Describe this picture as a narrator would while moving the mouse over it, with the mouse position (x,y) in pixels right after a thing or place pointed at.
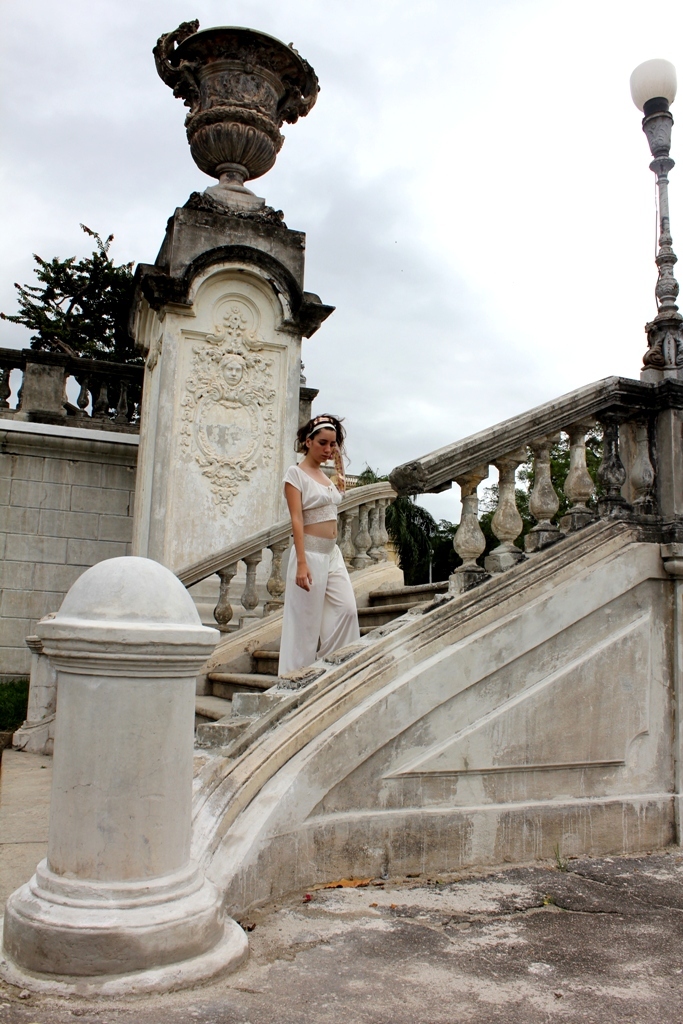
In this picture we can see a woman (306,576), she wore a white color dress (327,544), beside to her we can see a pole (659,272) and a light (650,76), in the background (609,50) we can find few trees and clouds (369,295).
